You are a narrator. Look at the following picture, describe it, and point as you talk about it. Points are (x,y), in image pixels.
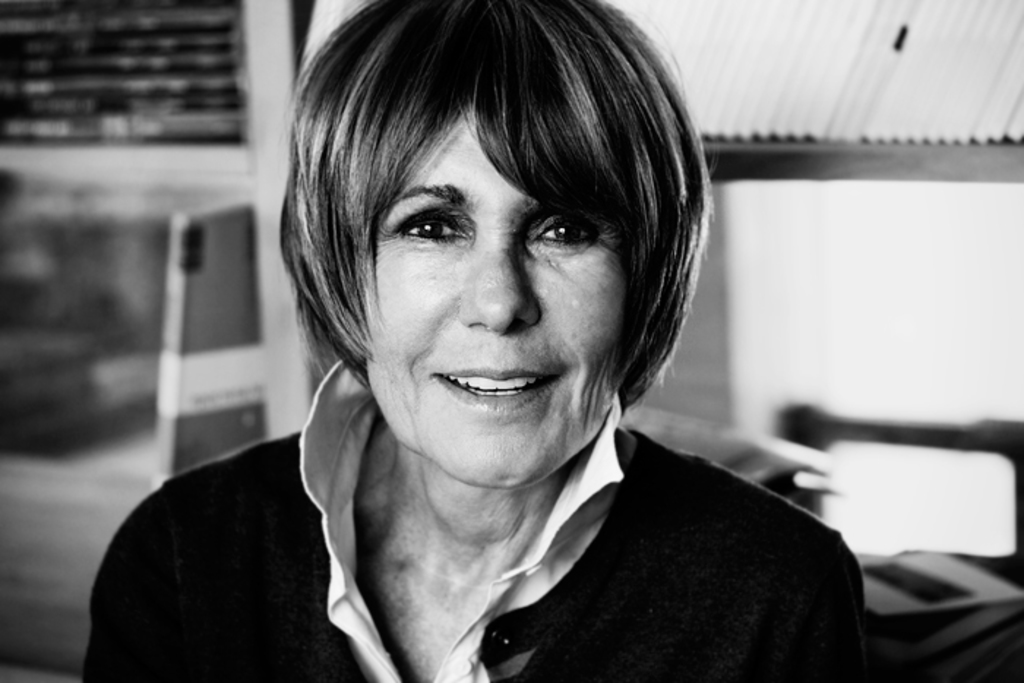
In this image I can see a person (402,357) smiling. Back I can see few objects (886,92). The image is in black and white.
